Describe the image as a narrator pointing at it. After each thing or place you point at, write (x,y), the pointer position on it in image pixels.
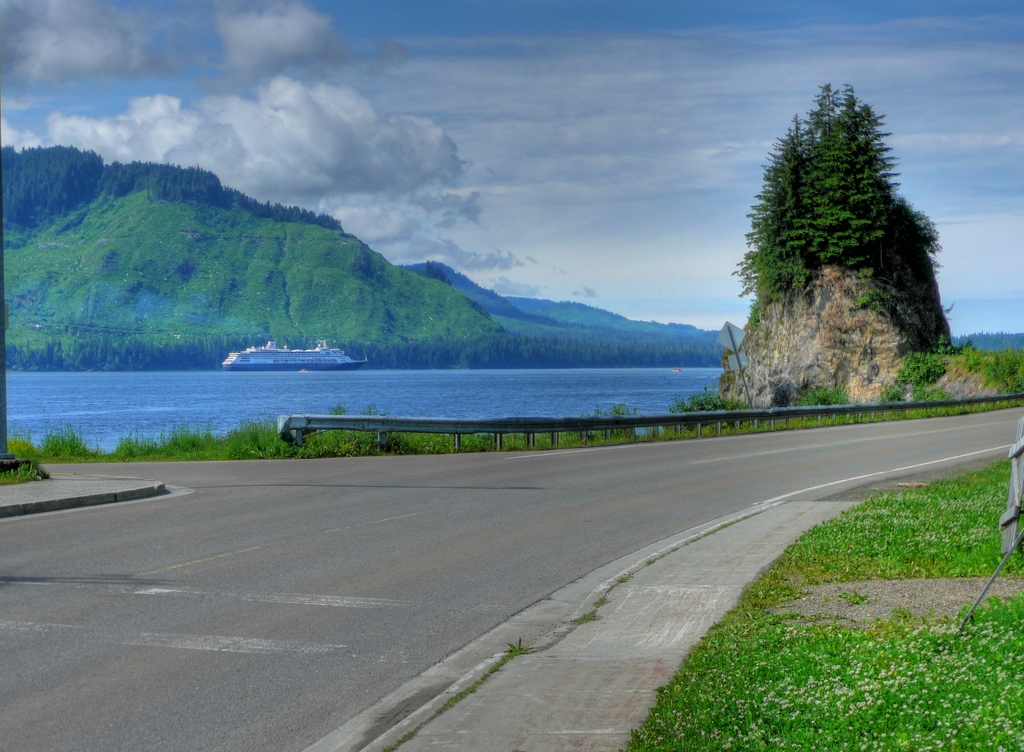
In this picture we can see the road (953,453), grass (925,680), fence (338,425), trees (784,188), mountains (448,270) and a ship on water (431,372) and in the background (471,211) we can see the sky (621,168) with clouds (548,226).
